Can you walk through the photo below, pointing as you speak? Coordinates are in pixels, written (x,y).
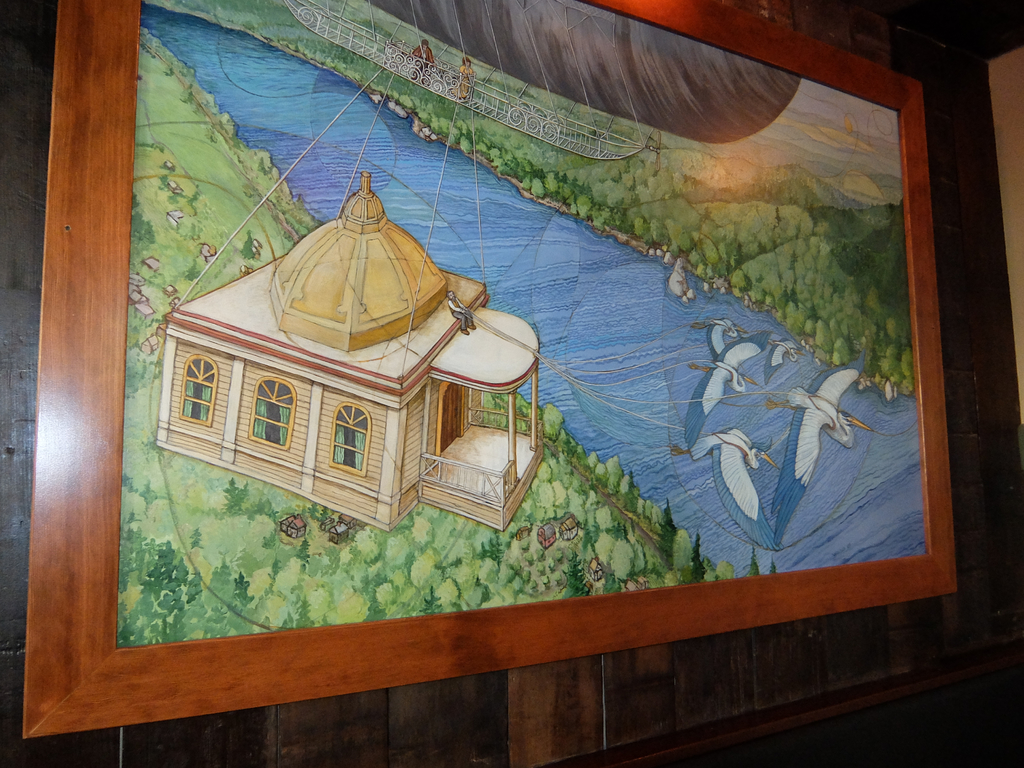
In this picture I can see a photo frame (526,362) on the wooden wall (561,701).
